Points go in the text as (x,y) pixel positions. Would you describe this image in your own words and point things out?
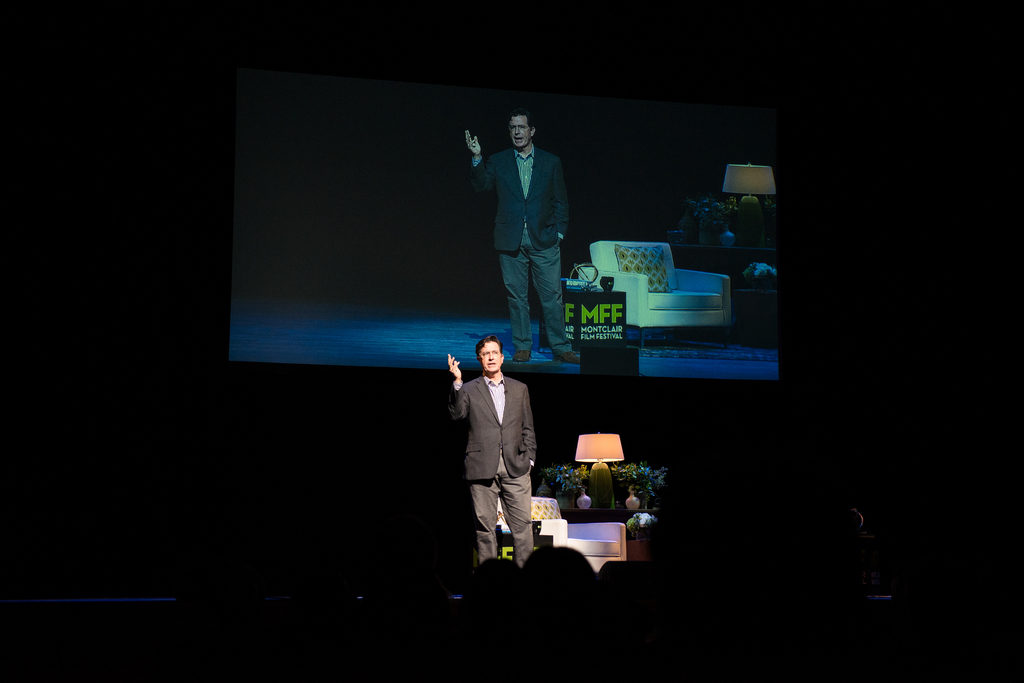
In this image there is a person (497,503) speaking on the stage (316,583), behind him there are few flower pots (586,491), a light (606,474) on the table (605,510), a chair (587,558), there is a screen (594,301) on the screen (487,301) there is a person (538,232) and few objects (712,231) on the tables (598,315).
